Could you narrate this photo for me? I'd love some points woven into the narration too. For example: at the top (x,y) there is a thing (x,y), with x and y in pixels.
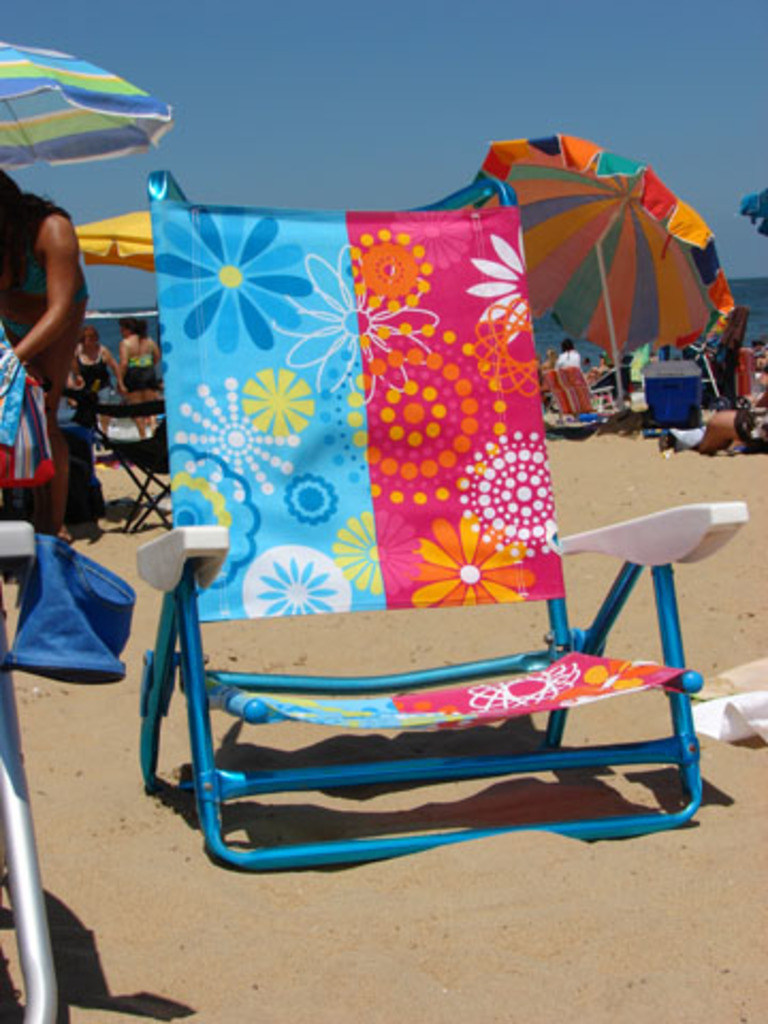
There is a chair (199,510) on the sand (319,759) in the foreground area of the image (335,702), there are people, chairs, umbrellas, it seems like a beach (363,743) and the sky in the background (130,428).
